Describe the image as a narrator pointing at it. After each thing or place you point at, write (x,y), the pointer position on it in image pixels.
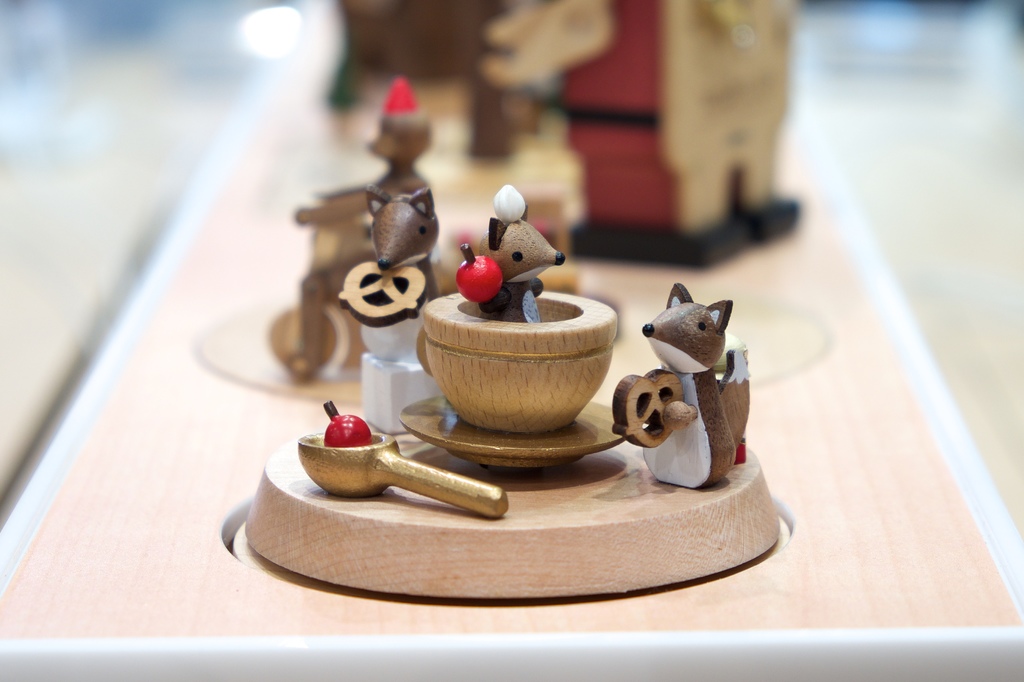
This is a picture, there are some toys (357,471) kept on the table (177,551), and there is a fox toy (677,362) kept on the table (643,353).
